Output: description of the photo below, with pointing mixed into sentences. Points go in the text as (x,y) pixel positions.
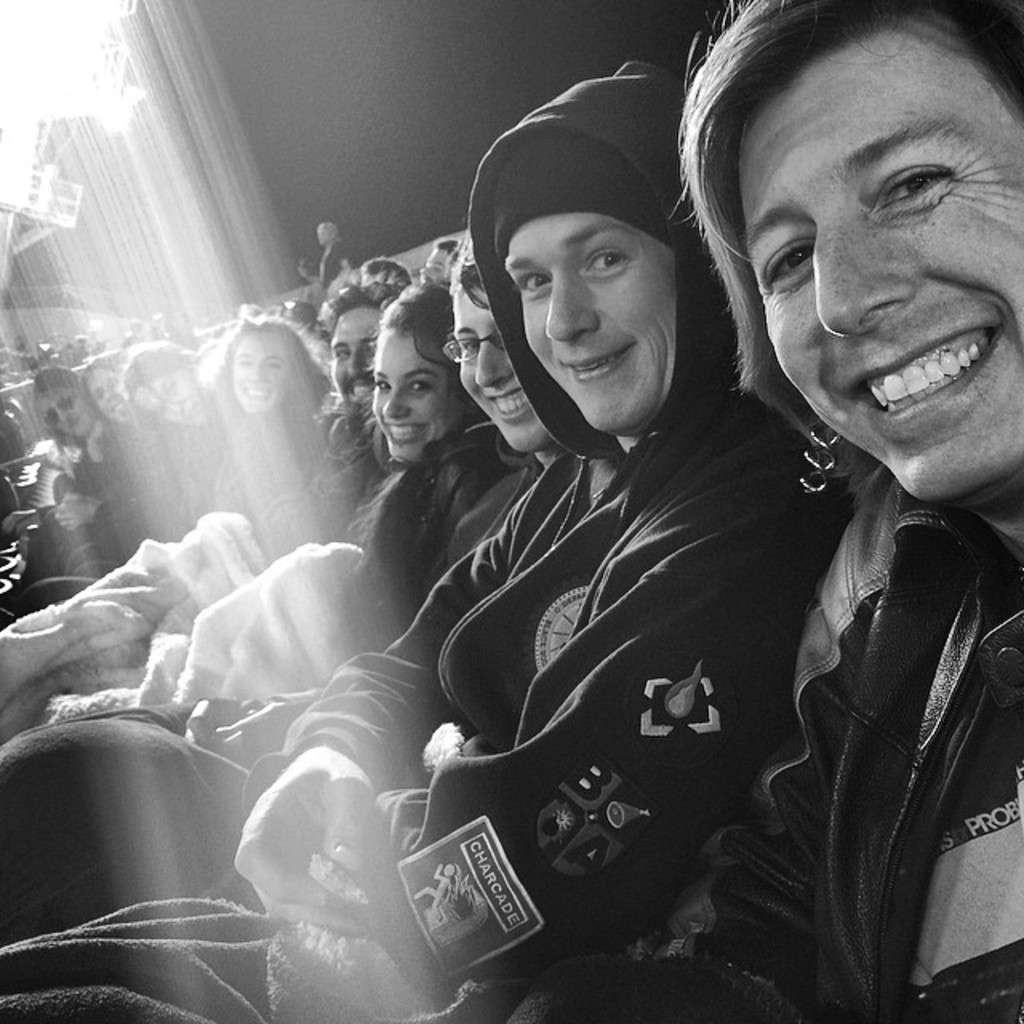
This is a black and white image. In this image we can see a group of people (587,690) sitting. On the backside (310,124) we can see a wall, lights (39,150) and a person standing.
